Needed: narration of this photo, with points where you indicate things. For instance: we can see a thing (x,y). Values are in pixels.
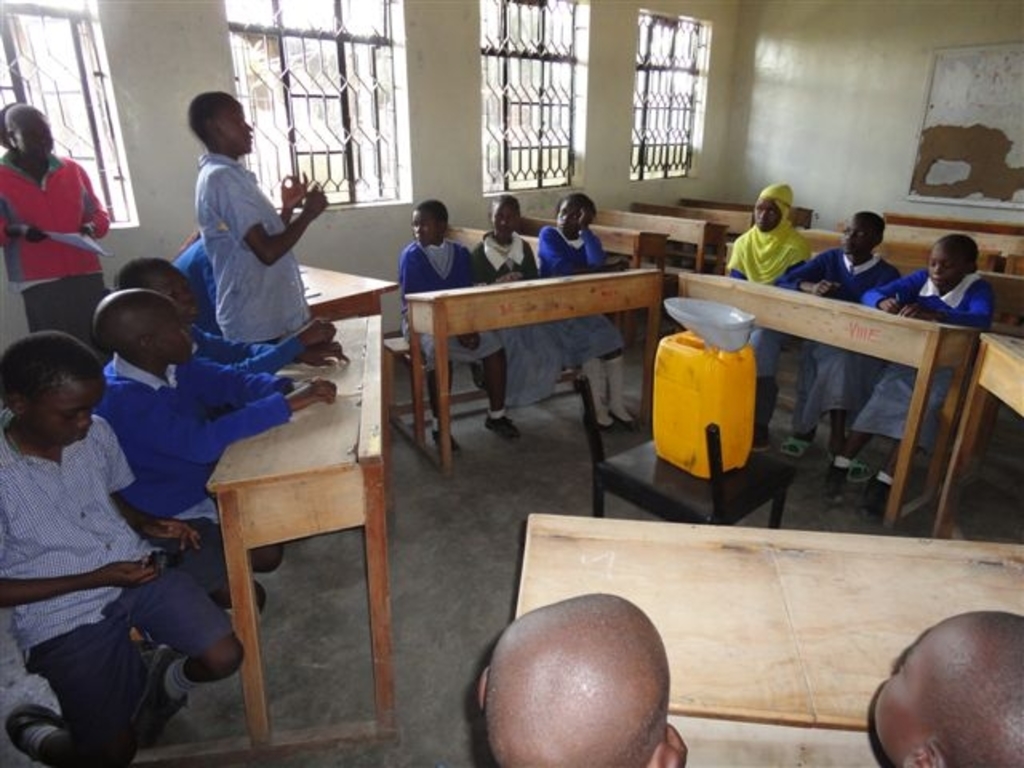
The picture is taken in a room (863,598). In the picture there are benches (612,288), chair (668,483), can (682,392), students (941,705) sitting in benches (831,329). On the left (43,188) there is a person (48,206) standing. The background (680,57) there are windows (326,99), outside the windows (292,83) there are trees (362,84).
